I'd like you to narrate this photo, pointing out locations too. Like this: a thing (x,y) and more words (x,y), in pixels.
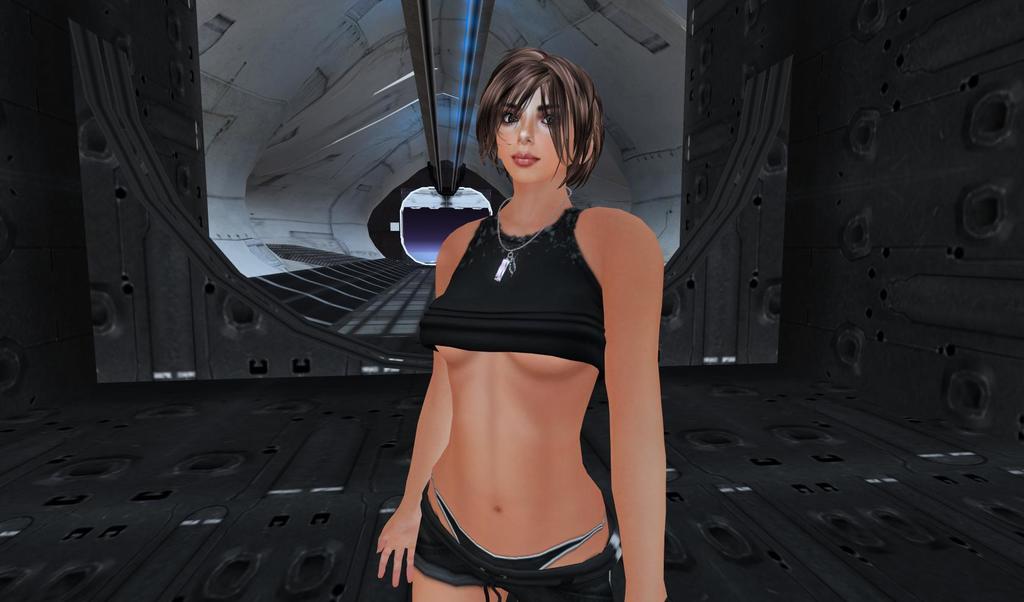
In this image we can see an animated picture. In this we can see a person (556,424) standing. Behind the person (570,399) we can see an animated object (355,233).
